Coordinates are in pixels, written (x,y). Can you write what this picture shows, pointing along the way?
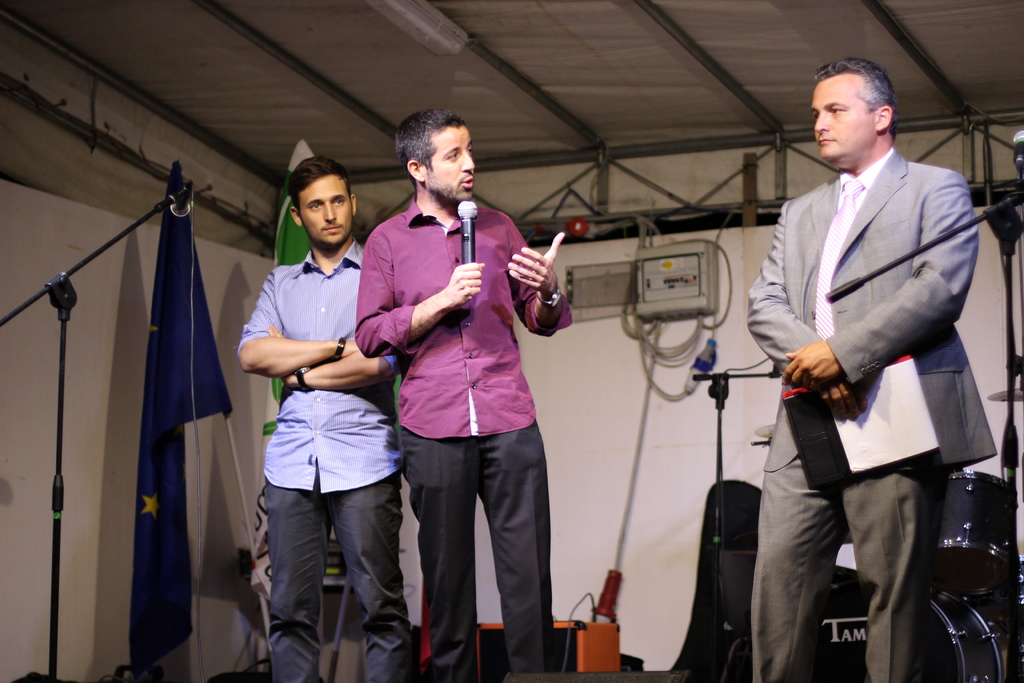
In this image we can see group of persons (430,462), at the right side of the image (818,234) there is person (852,342) wearing suit (916,470) holding some sheet (865,430) in his hands (832,358) a person (455,378) wearing pink color shirt (474,334) holding microphone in his hands (479,282) and at the background of the image (937,580) there are some musical instruments (723,529) and some flags (181,415) there is meter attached to the wall (557,353) and at the top of the image (359,142) there is roof (306,108) and lights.
